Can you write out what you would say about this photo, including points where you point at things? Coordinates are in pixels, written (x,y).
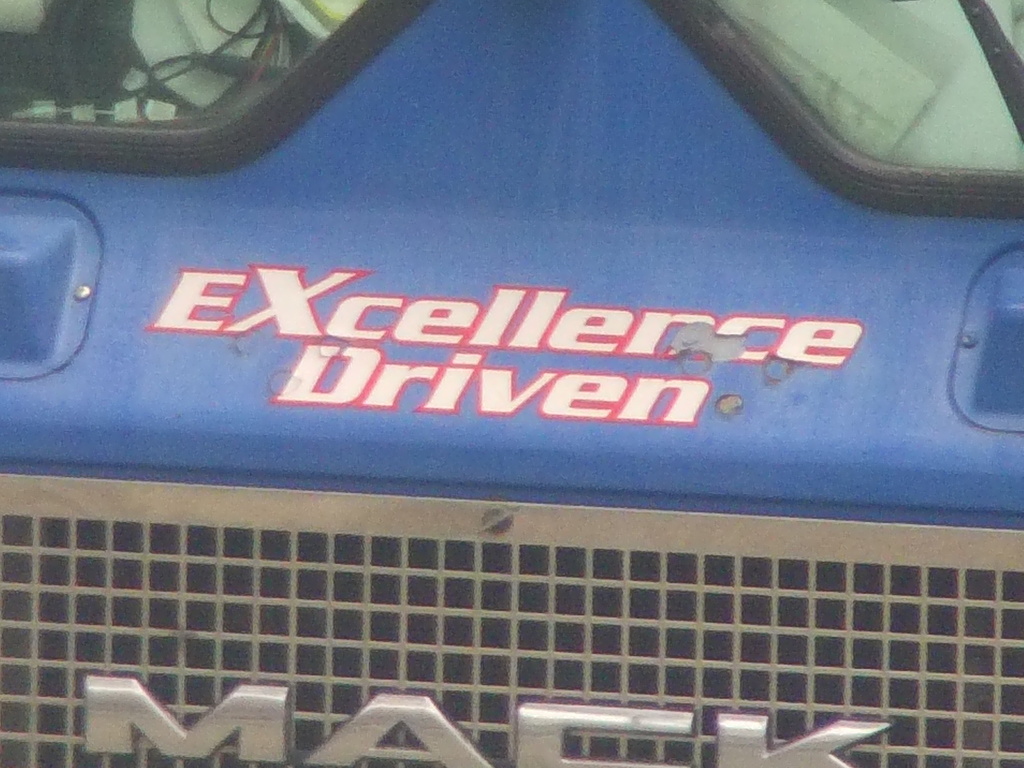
In this image we can see that it is a front part (430,485) of a vehicle (413,323).
